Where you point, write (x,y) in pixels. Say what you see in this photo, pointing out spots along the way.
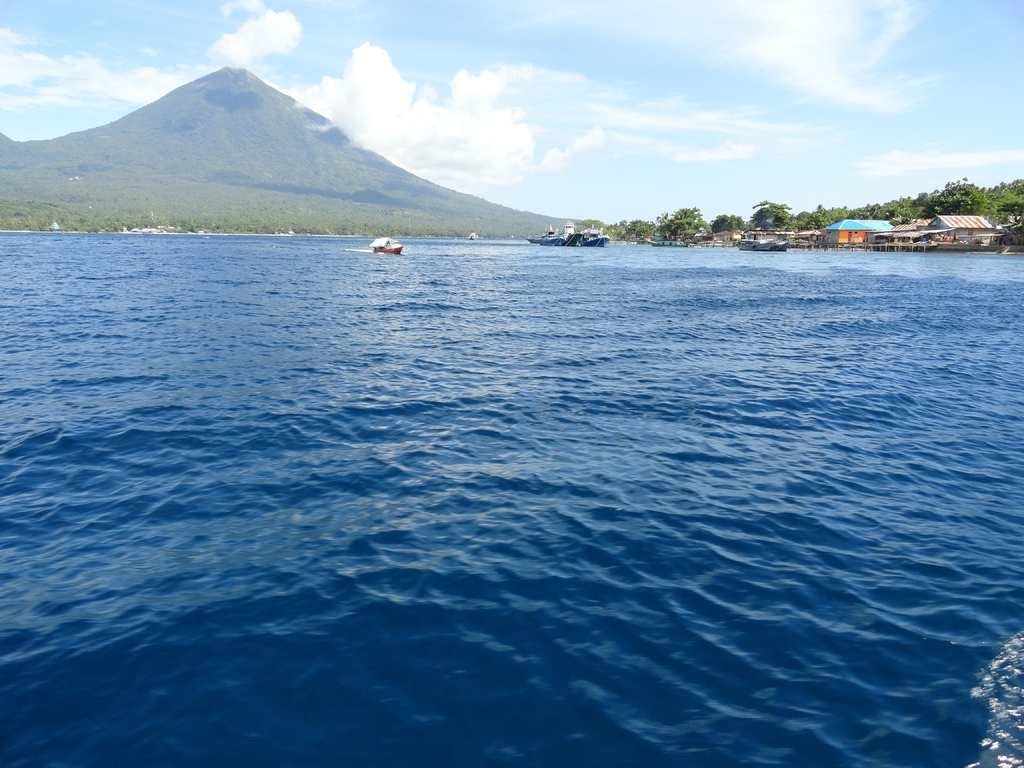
In this picture I can see there is a sea (390,365), there are few trees (976,190) on the right side (920,210), there are a few buildings (944,230) and there is a mountain (250,170) in the backdrop (342,215), it is covered with trees (336,198) and the sky (641,119) is cloudy.
